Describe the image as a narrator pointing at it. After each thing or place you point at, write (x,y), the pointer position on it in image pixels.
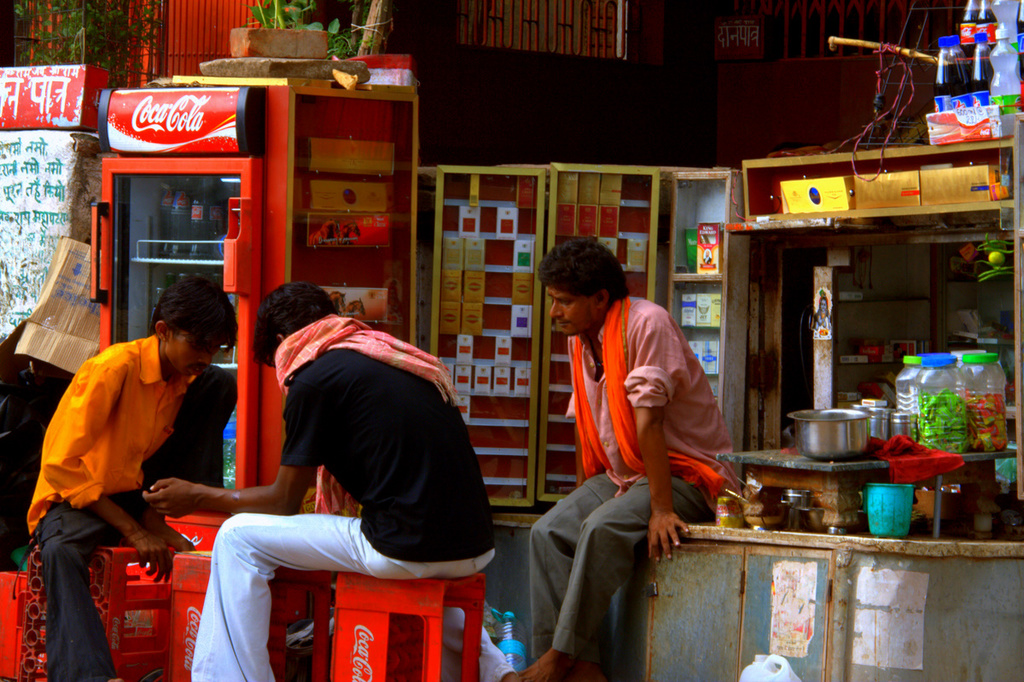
This image is taken outdoors. On the left side of the image (254,576) two men (60,529) are sitting on the stools (349,617) and there is a fridge (111,205) with a few bottles (199,200) in it. In the background (556,214) there is a stall (528,309) with cupboards (499,282) and many things (692,251). On the right side of the image (838,552) there is a table (804,578) with a few jars (991,427) and bottles (962,426) on it and a man (634,415) is sitting on the table (705,613).
